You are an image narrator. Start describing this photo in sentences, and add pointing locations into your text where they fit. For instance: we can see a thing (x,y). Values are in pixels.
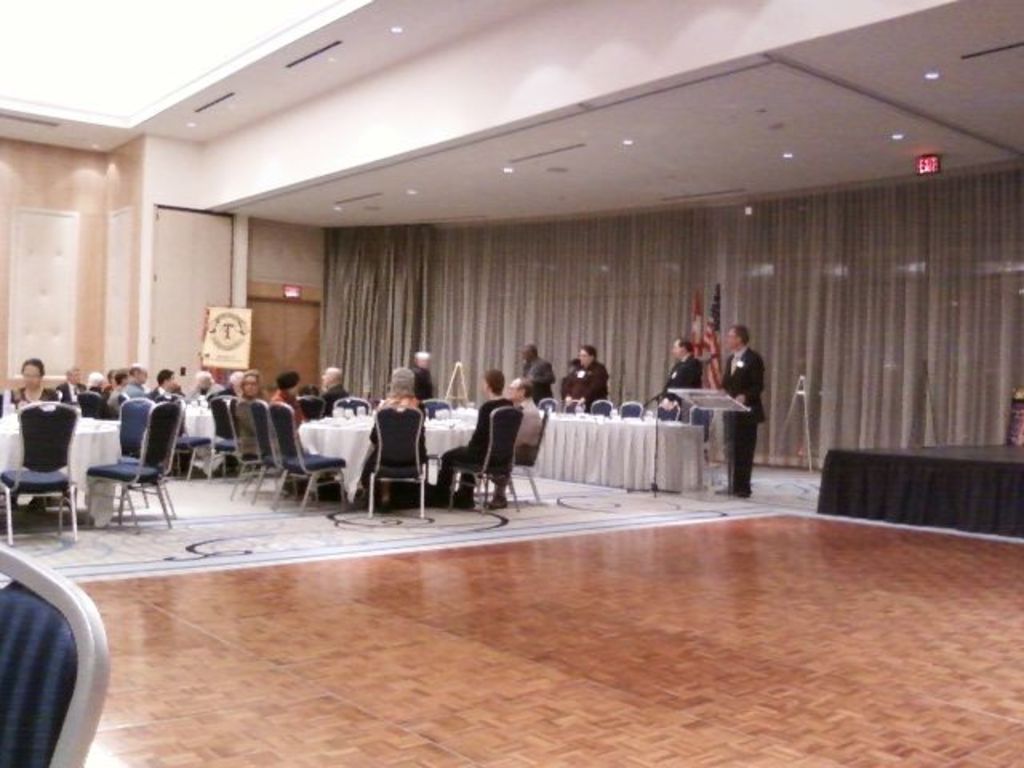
In this picture I can see group of people (490,405) sitting on the chairs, there are few people (752,392) standing, there are flags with the poles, there are lights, boards (239,351), and in the background (552,235) there are curtains (958,403).
